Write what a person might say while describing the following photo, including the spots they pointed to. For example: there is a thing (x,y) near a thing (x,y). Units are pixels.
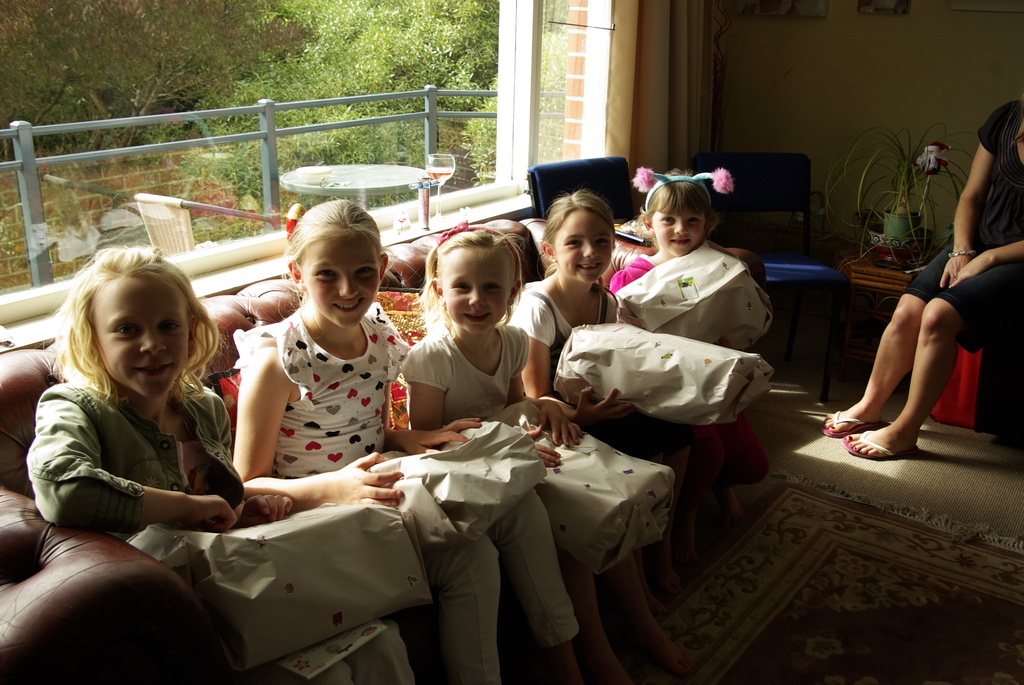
In this image we can see children (405,370) sitting on the couch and holding cartons (438,492) on their laps (542,436). In the background (920,134) we can see chairs (712,177), houseplant (848,147), glass tumblers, iron grill (389,94), trees (382,47), curtain (661,69), walls (912,93) and a woman (905,369) sitting on a chair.
